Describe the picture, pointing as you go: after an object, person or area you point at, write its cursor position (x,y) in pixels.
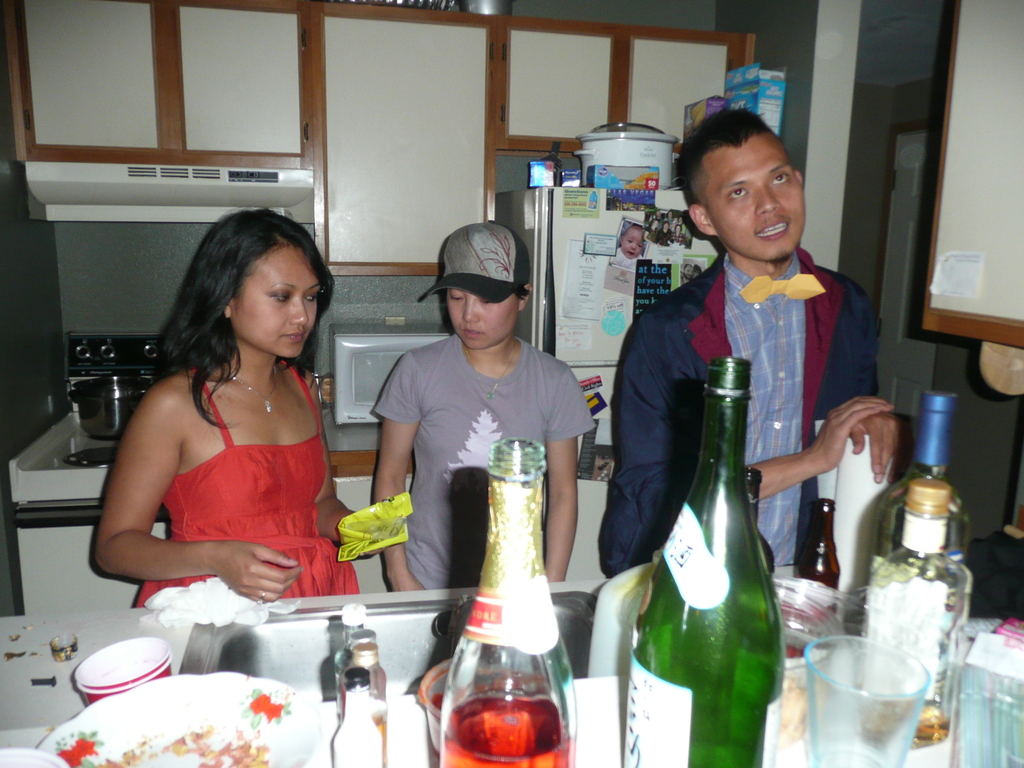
There are three persons (538,376) standing in front of a wash basin (434,615) and there is a table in front of it which has drink bottles (716,631), glasses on it and there is a refrigerator (585,221) in the background (589,284).
